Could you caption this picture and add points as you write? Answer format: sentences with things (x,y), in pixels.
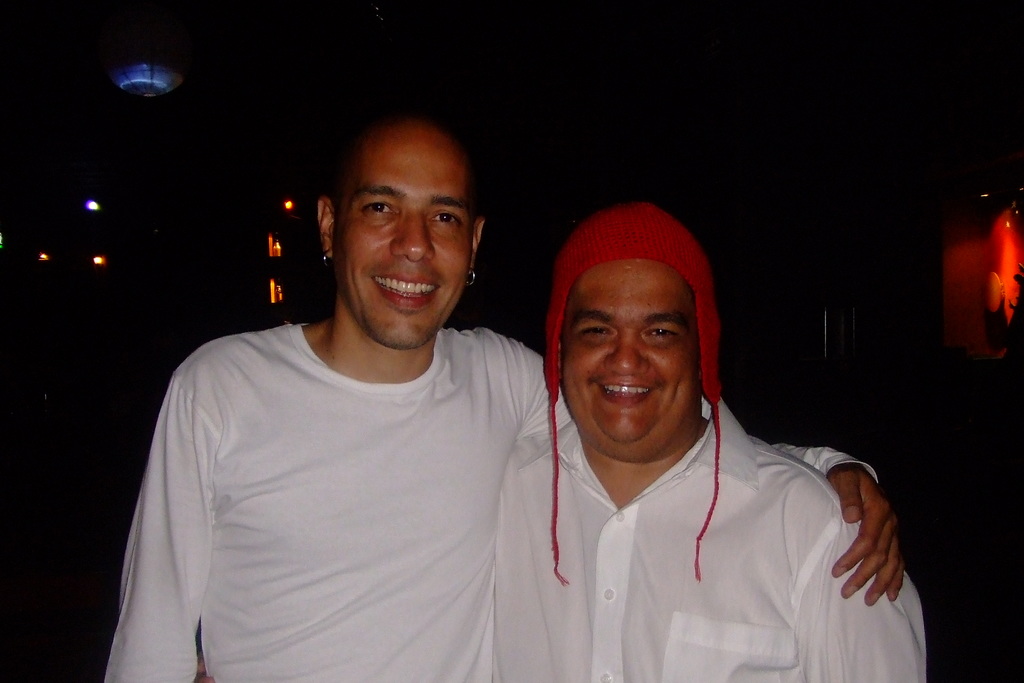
In this image there are two persons (678,411) wearing a white color dress (711,560) and a person (648,254) wearing a red color cap (631,218) on his head (654,329) and they both are smiling and in the background (820,125) I can see lights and dark view.
